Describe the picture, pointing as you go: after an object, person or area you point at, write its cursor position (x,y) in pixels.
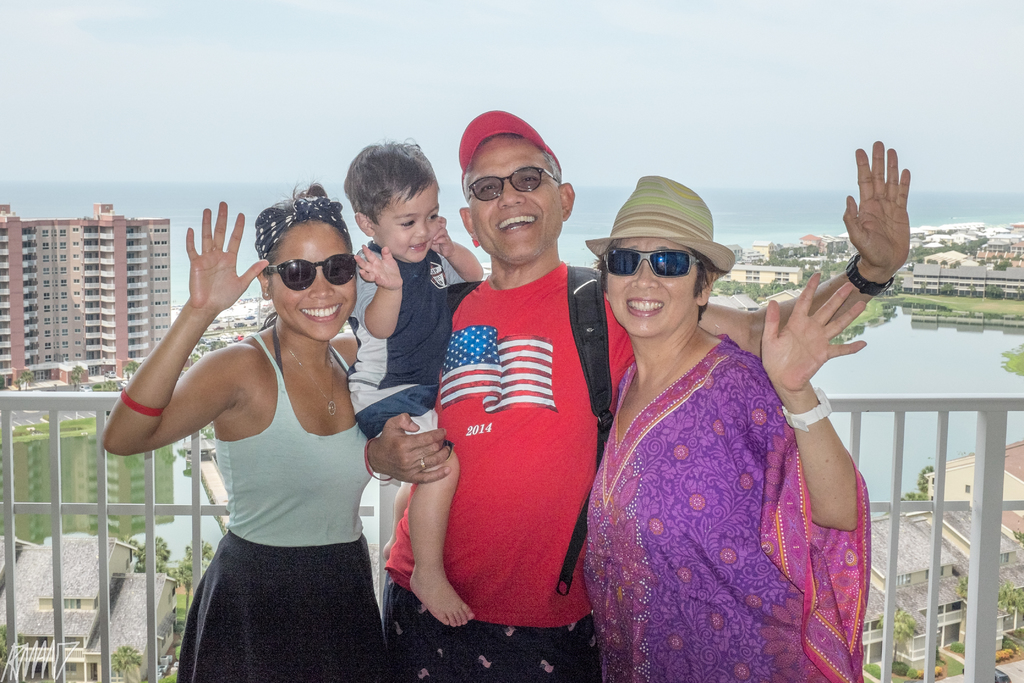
In this image we can see a man (505,249), two women (671,558) and a boy (394,322). The man (523,372) is wearing red color t-shirt (529,456), carrying black bag (580,312) and holding the boy (418,409) in his hand (399,443). One woman (643,412) is wearing a purple color dress (693,561) and the other woman (296,504) is wearing a light green top (277,496) with black skirt (269,611). The boy (385,331) is wearing dark blue color t-shirt (399,363) with shorts (404,403). Behind them, we can see white fencing (984,466). We can see buildings (822,250), tree (810,272) and lake (930,362) in the background (892,391). At the top of the image (486,84), we can see the sky (622,5) which is in white color.
